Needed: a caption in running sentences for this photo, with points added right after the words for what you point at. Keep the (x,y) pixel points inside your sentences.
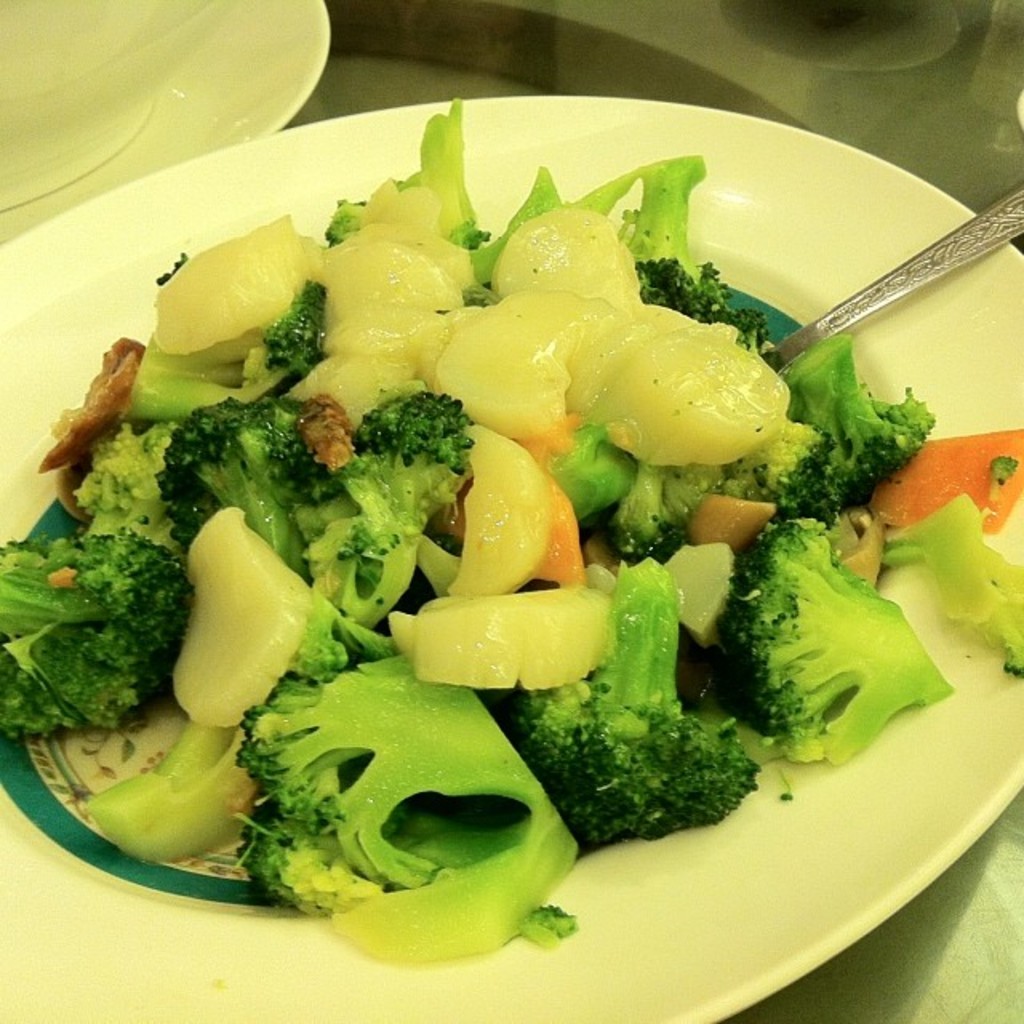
In this image I can see two plates (212,145) and on the plate (268,149) I can see a food item (354,420) which is green, orange and cream in color. I can see a spoon (964,254) on the plate (850,281).
